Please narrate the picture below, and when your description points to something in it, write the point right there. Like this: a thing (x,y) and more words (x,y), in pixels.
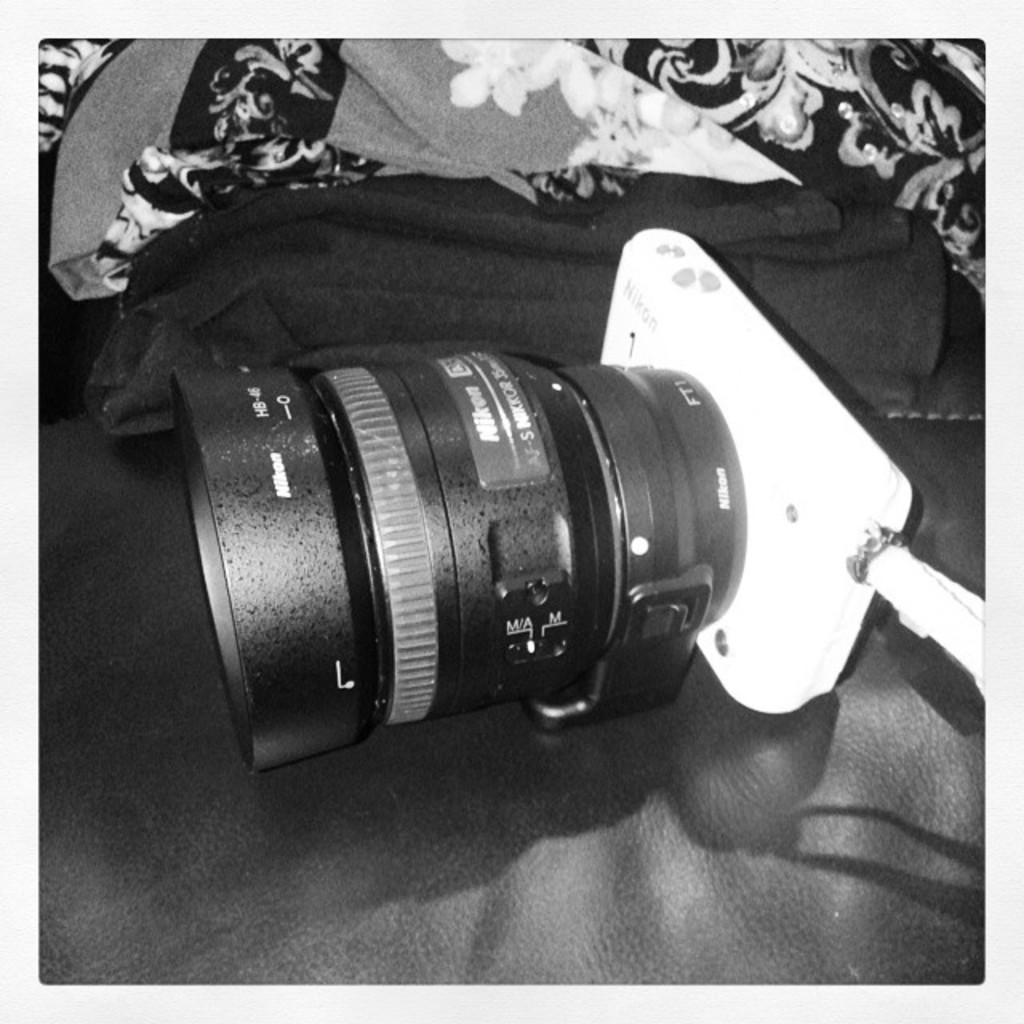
This image consists of a camera lens (602,618) in black color are kept on a seat (506,922). In the background (441,178), there are clothes (499,235) and blankets (508,188).
